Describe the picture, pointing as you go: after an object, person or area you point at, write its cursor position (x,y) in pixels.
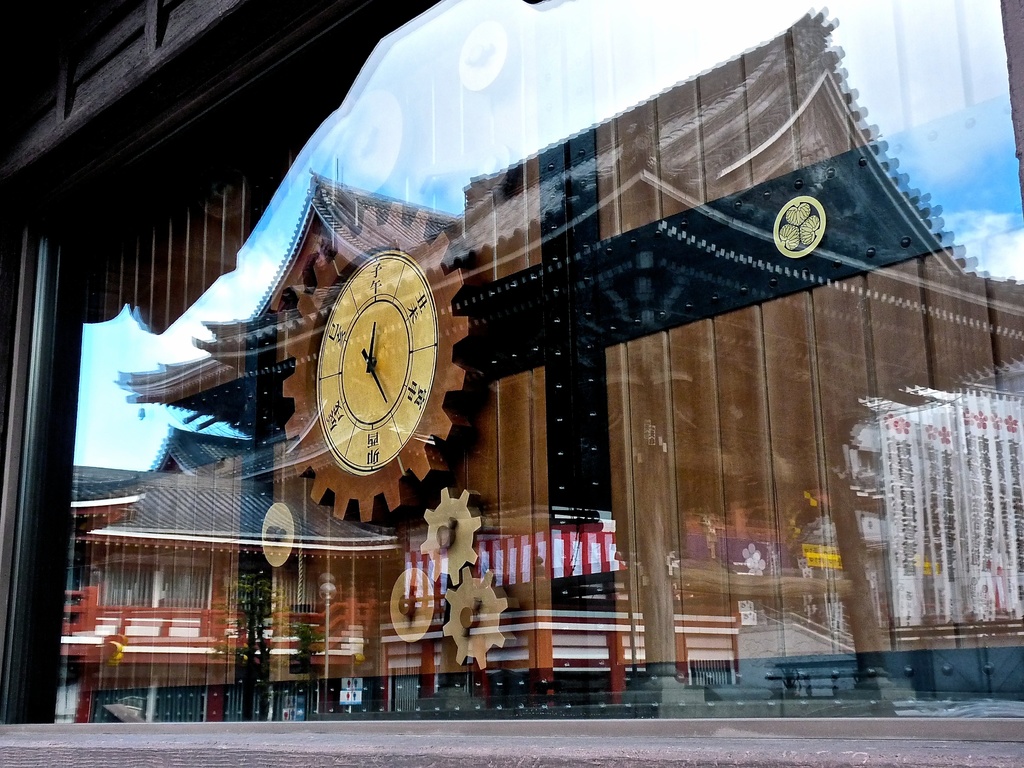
In this picture there is a building (137,594). In the foreground (767,223) there is a glass (807,83) and there is reflection (184,677) of buildings (709,226) on the mirror (715,271). There is a clock (375,265) and there are objects (479,584) behind the glass (607,467). There is reflection (560,70) of sky (547,67) on the mirror (548,62). At the bottom (581,744) there is a floor (625,760).
